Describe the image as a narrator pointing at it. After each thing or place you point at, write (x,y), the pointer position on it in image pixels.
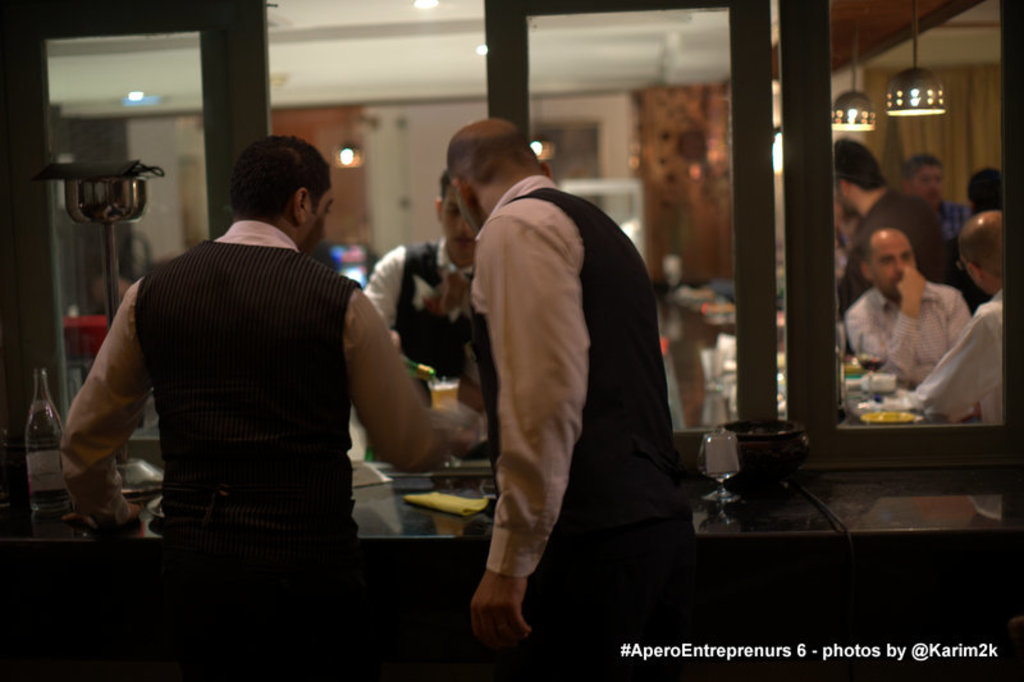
In this picture we can observe two men (300,347) standing in front of a desk (483,515) on which we can observe a glass (719,443) and a bottle (45,449). There is a window (698,139). We can observe some peoples (923,312) sitting and standing on the right side (948,287). in the background (699,152) there is a wall (601,169).
